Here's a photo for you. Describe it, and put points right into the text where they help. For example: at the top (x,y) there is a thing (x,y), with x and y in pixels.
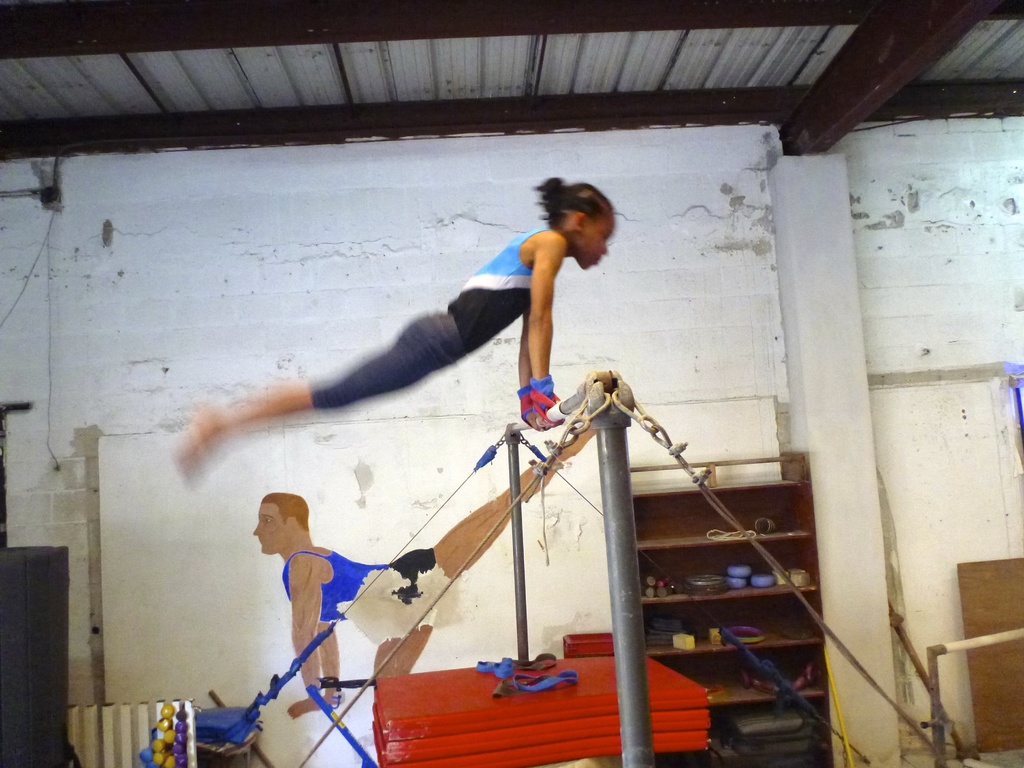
In this picture we can see a woman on a pole (549,413). There are bowls (730,580), glasses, cups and other objects (803,582) in the shelves (798,481). We can see a wall (324,751) in the background (711,408).
